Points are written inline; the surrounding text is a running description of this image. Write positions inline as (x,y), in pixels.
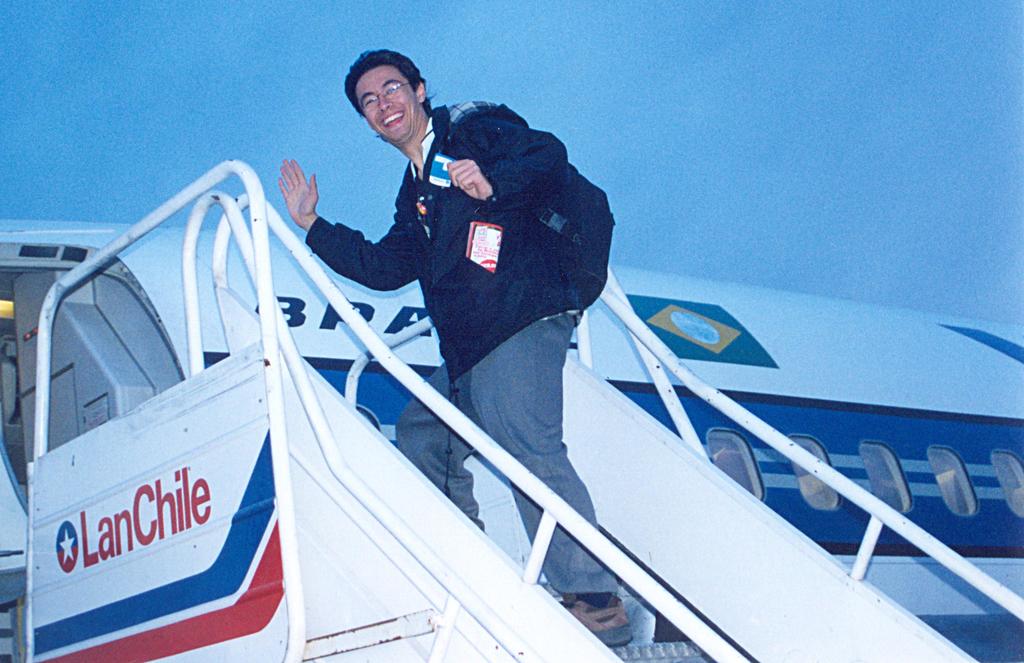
In this image we can see this person (488,314) wearing jacket (536,271), backpack (572,251) and spectacles (371,95) is on the ladder (615,497) where we can see some edited text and a logo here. In the background (767,350), we can see the airplane (902,361) and the blue color sky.
